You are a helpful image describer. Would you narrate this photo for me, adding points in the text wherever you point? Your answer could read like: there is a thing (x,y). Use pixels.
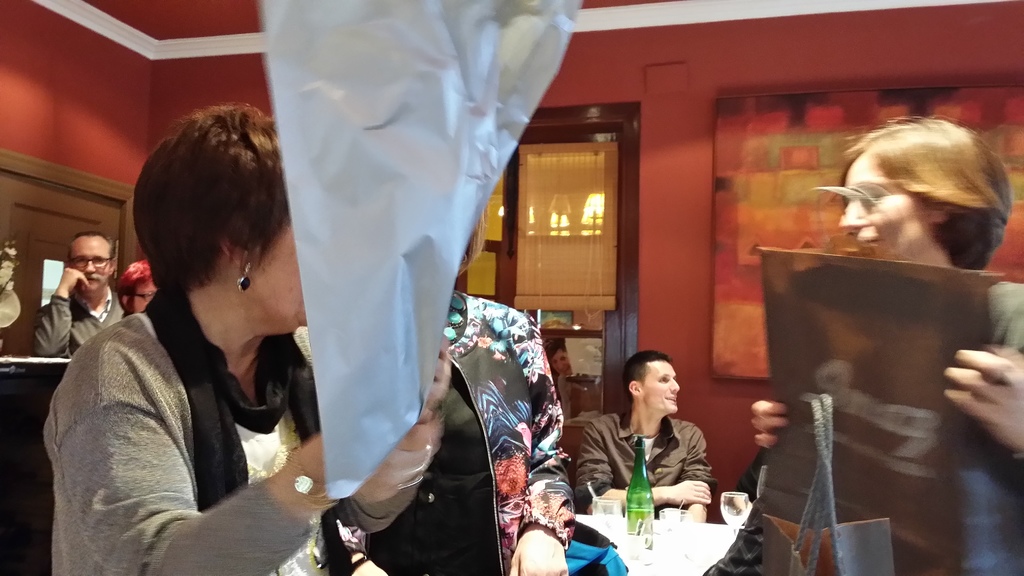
This picture is of inside the room (674,200). On the right (936,202) there is a woman (1013,399) standing and holding a bag (888,344). In the center (375,302) there are two persons (402,475) standing and holding a paper (393,239). There is a man (659,427) sitting on the chair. We can see a table (675,553) on the top of which a bottle (641,506) and glasses (676,514) are placed. In the background (121,254) we can see a wall (684,130), board (758,131), door (546,222) and some persons (106,288) seems to be standing.
